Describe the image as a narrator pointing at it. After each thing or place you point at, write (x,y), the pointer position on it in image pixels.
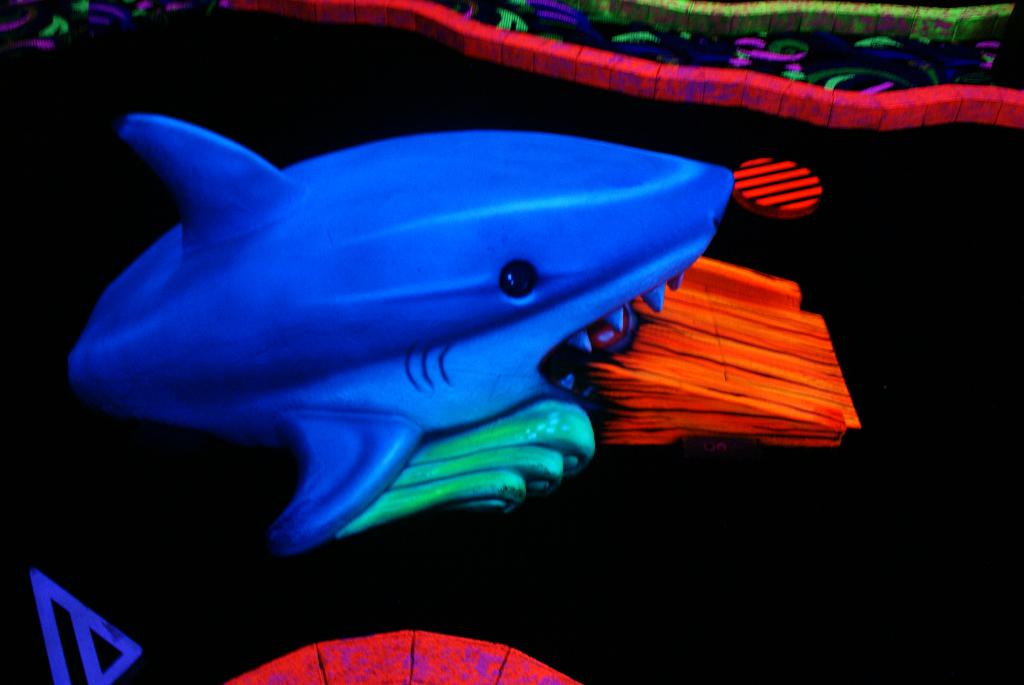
Here I can see a toy fish (288,344) which is in blue color. The background (940,224) is in black color. It is looking like an edited image.
